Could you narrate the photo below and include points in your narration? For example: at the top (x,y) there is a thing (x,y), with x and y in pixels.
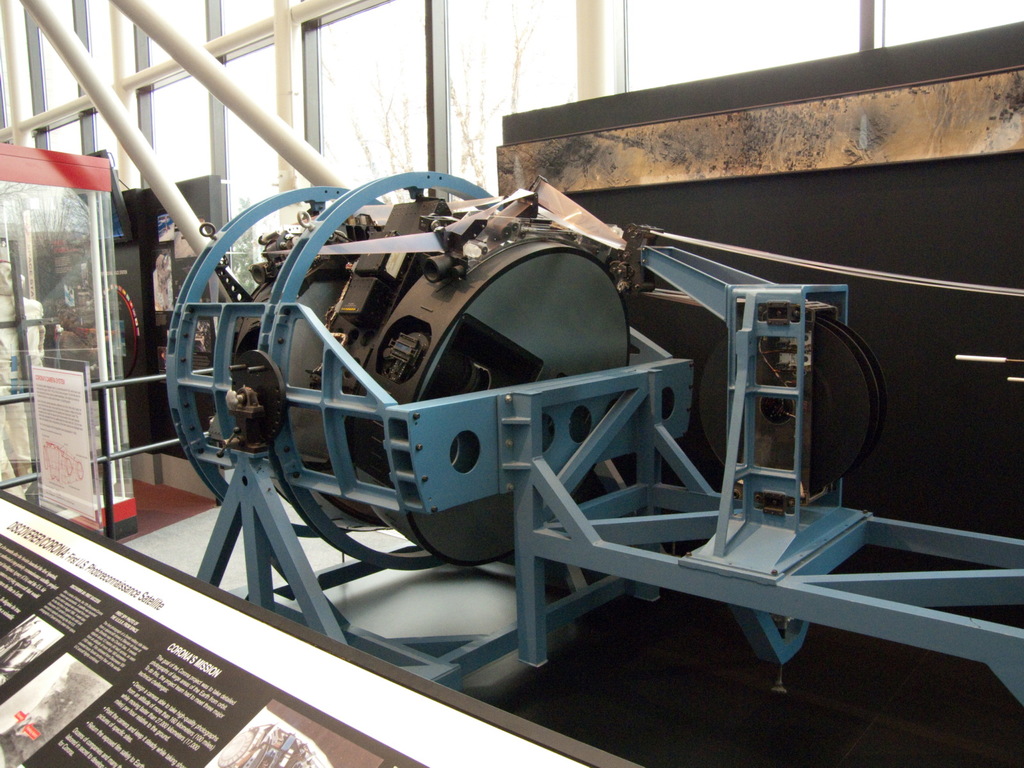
In this image I can see machine (468,436) on the floor (381,540). Here I can see a board (166,687) on which something written on it. In the background (302,59) I can see framed glass wall (347,70), white color poles (260,34) and other objects (111,257).
